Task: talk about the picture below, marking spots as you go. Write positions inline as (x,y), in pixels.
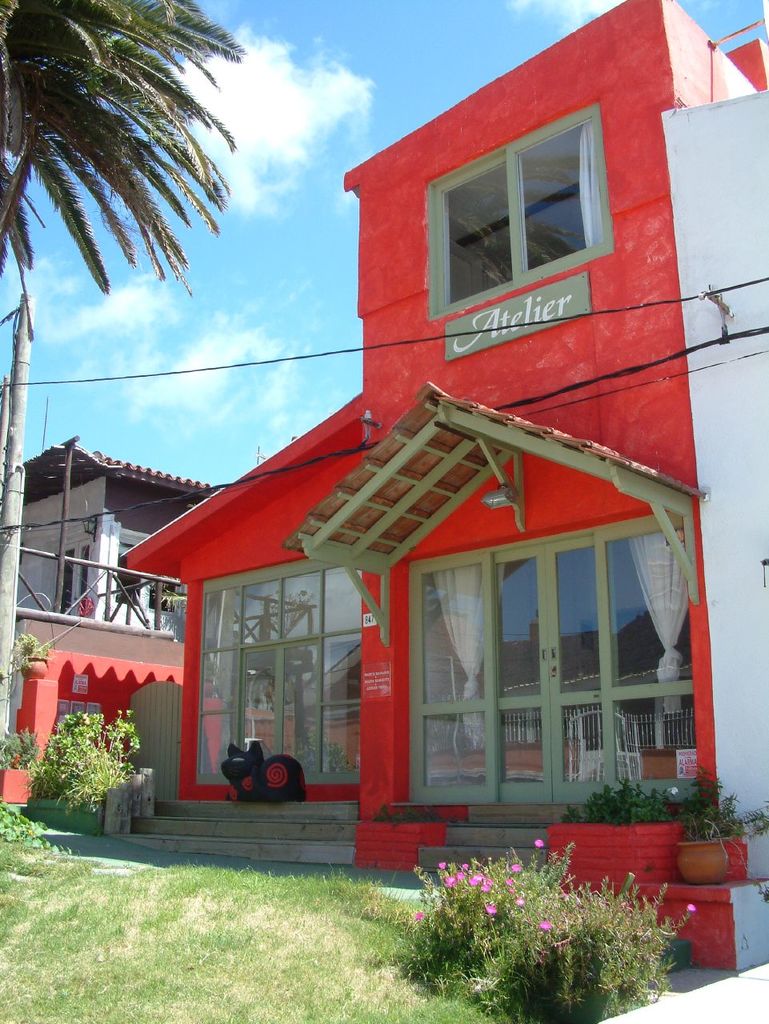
There is grass (231,922) on the ground (393,1007) near plants (532,938) which are having pink color flowers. In the background (667,812), there are pot plants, there are steps (296,812) near glass windows (305,664) of a building (254,533) which is having glass windows (616,642), there is other building (131,497) which is having roof (98,464), there is a pole (21,450) which is having a cable (131,507) and there are clouds (257,91) in the blue sky (375,74).
